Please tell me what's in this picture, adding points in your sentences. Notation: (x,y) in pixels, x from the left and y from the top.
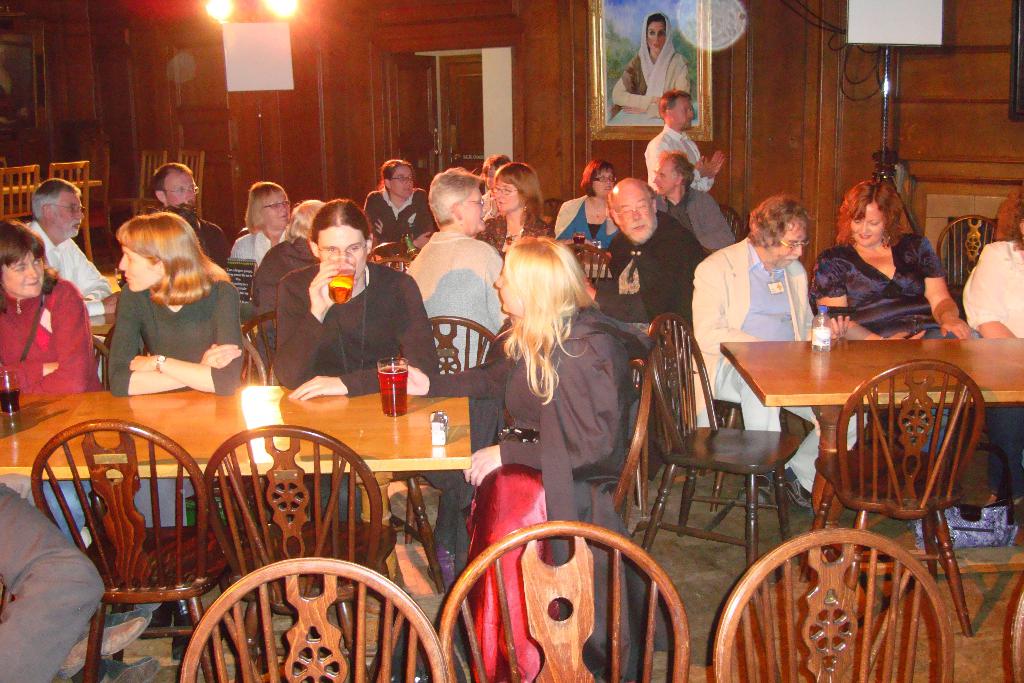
There is a room (302,119). There is a group of people (285,359). They are sitting on a chairs (630,550). In the corner side we have a person (699,178). He is standing. There is a table (352,441). There is a bottle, glass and light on a table (349,417). In the center (357,249) we have a woman (334,210). She is holding a glass (346,283) and she is drinking a juice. We can see in background (626,123) cupboard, photo frame (661,57) and lights (226,12).
